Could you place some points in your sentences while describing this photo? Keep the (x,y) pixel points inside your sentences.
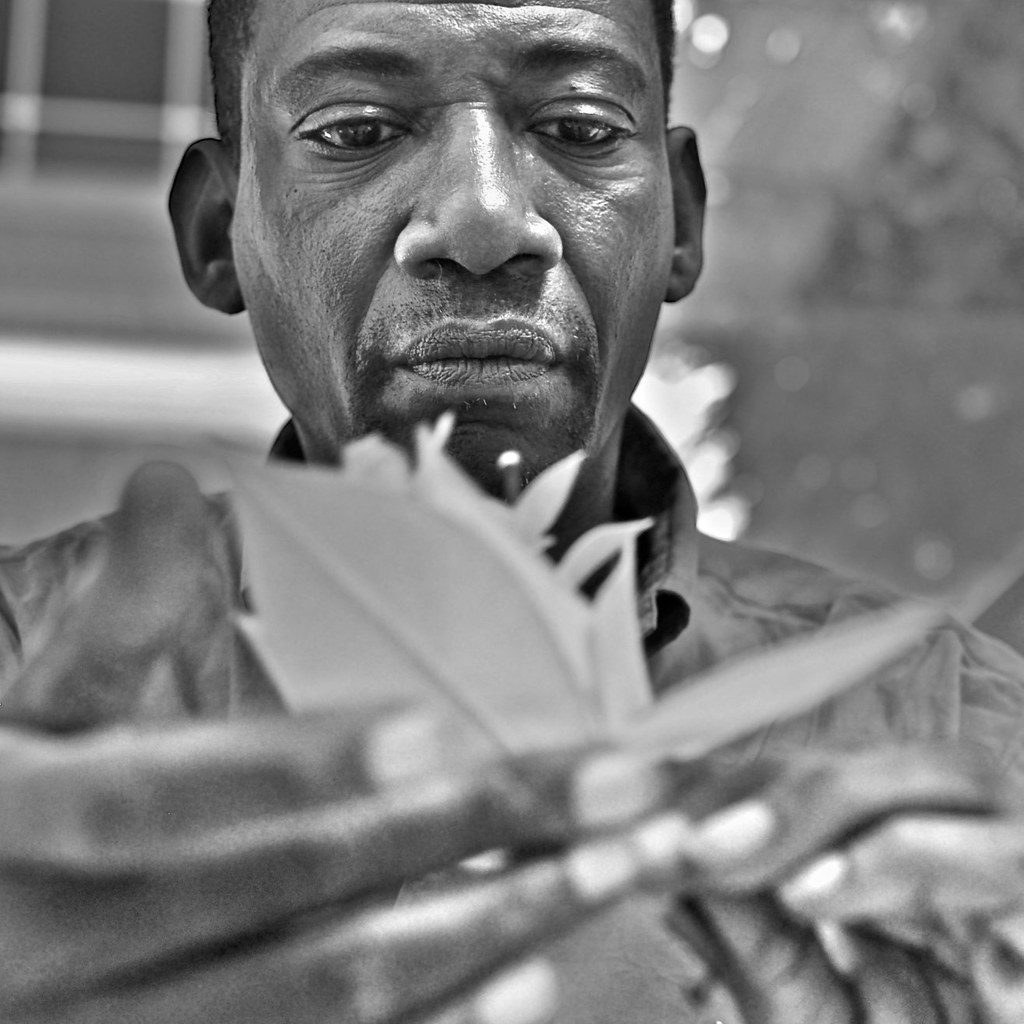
This is a black and white image, and we can see a person (631,317) holding an object (563,652), we can see the blurred background (773,46).
